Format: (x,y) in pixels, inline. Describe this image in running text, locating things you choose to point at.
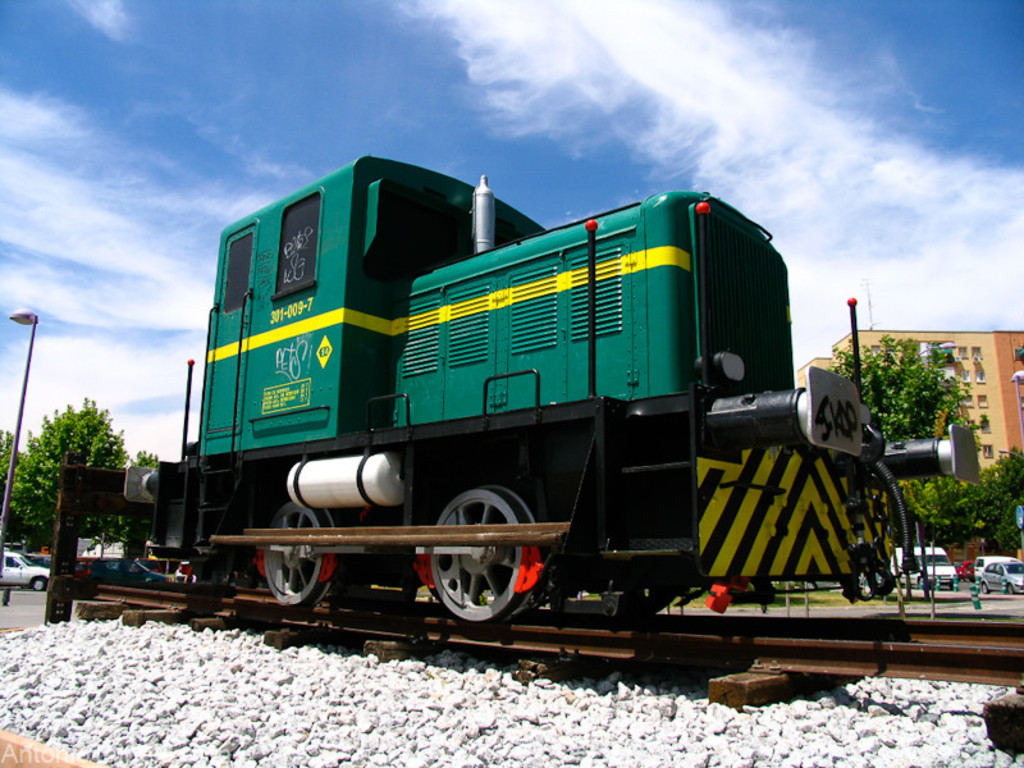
In this image I can see a green color train (570,413) on the railway track (702,614). Back I can see trees (30,464), few vehicles (40,569), building (962,379) and glass windows (978,374). The sky (806,132) is in blue and white color.
